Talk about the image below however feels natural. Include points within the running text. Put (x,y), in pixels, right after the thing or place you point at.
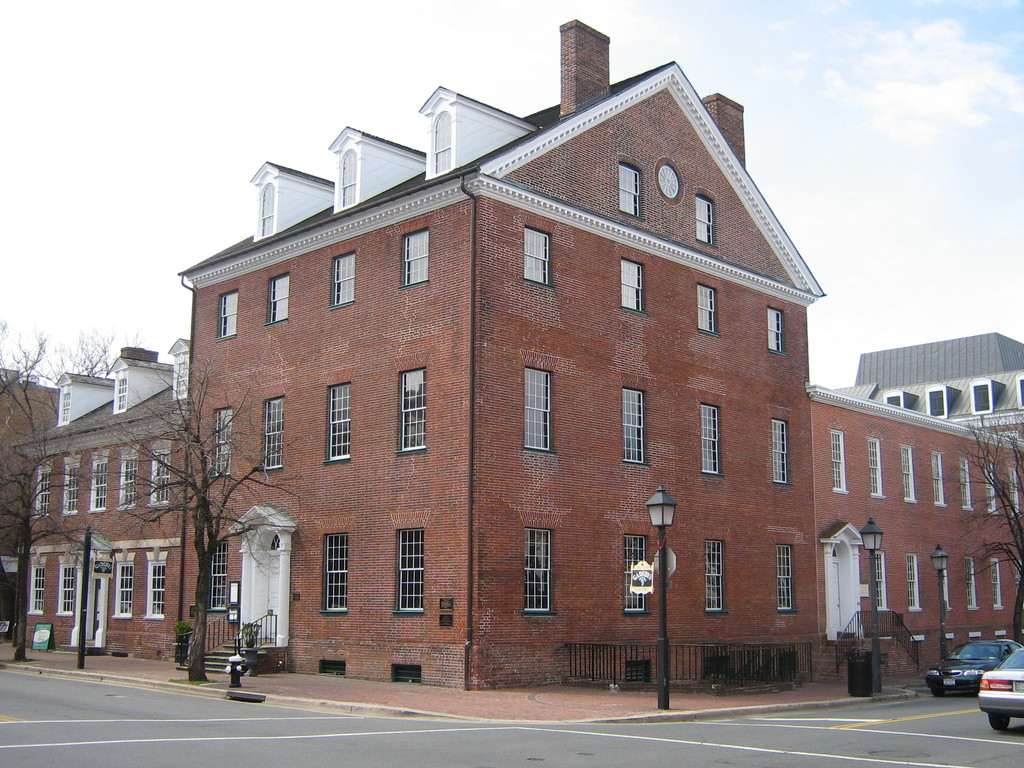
In this image I can see few buildings (479,270), windows (188,365), dry trees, few stairs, railing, light-poles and few vehicles (1003,709) on the road (828,730). I can see the sky (338,59).
